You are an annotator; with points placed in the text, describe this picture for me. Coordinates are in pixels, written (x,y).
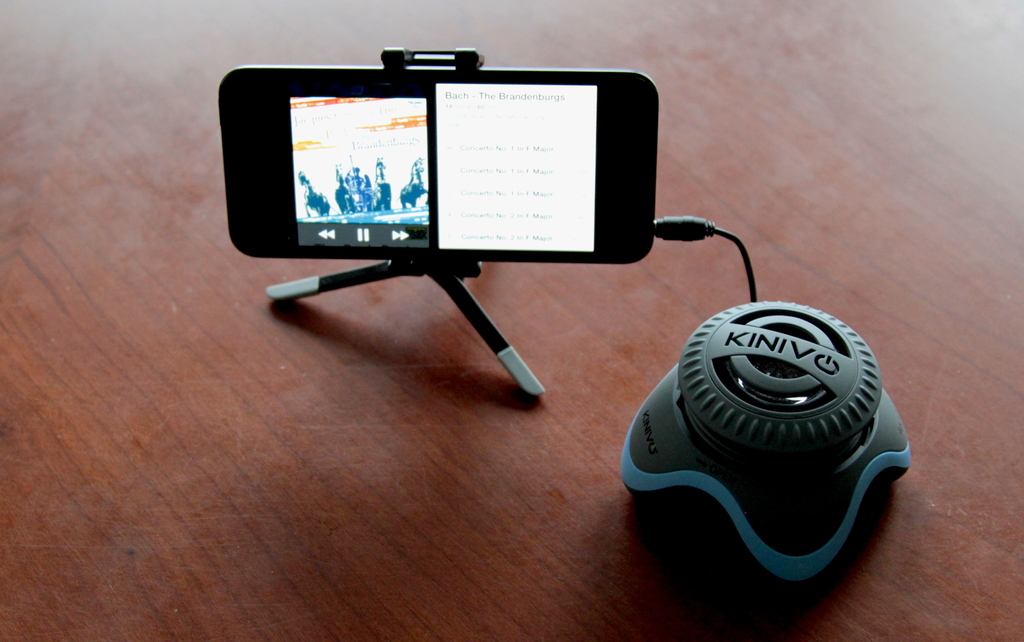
In this image I can see mobile phone (430,113) is on the stand (438,267). I can see electronic gadget (773,410) on the brown color table (404,497).
